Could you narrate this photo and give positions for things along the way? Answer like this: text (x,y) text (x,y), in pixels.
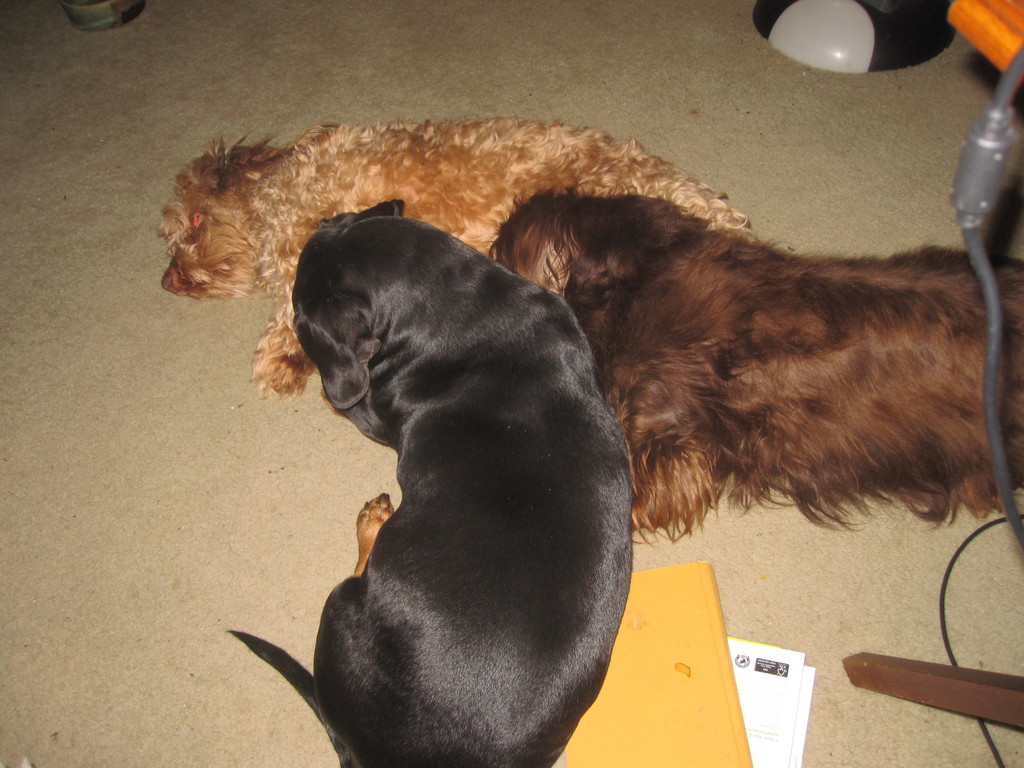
In this image we can see three dogs (385,251) on the floor (178,397), there are papers (745,672) near the dog (823,518) and there is a black and white color object (863,35) and a wire (973,162) on the right side (994,289).
